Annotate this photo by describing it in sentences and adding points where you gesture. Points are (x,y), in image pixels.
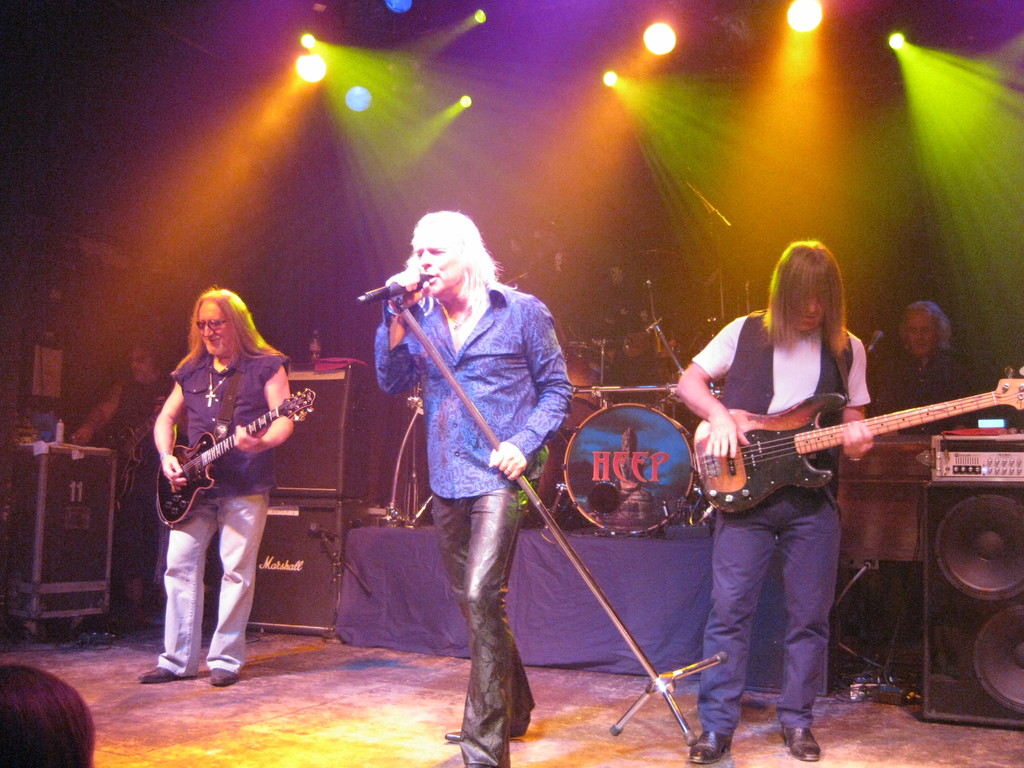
There are three persons (481,738) standing on the floor (429,662). These two are playing guitar (749,459) and he is singing on the mike (495,445). There are some musical instruments (318,372) and these are the lights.
